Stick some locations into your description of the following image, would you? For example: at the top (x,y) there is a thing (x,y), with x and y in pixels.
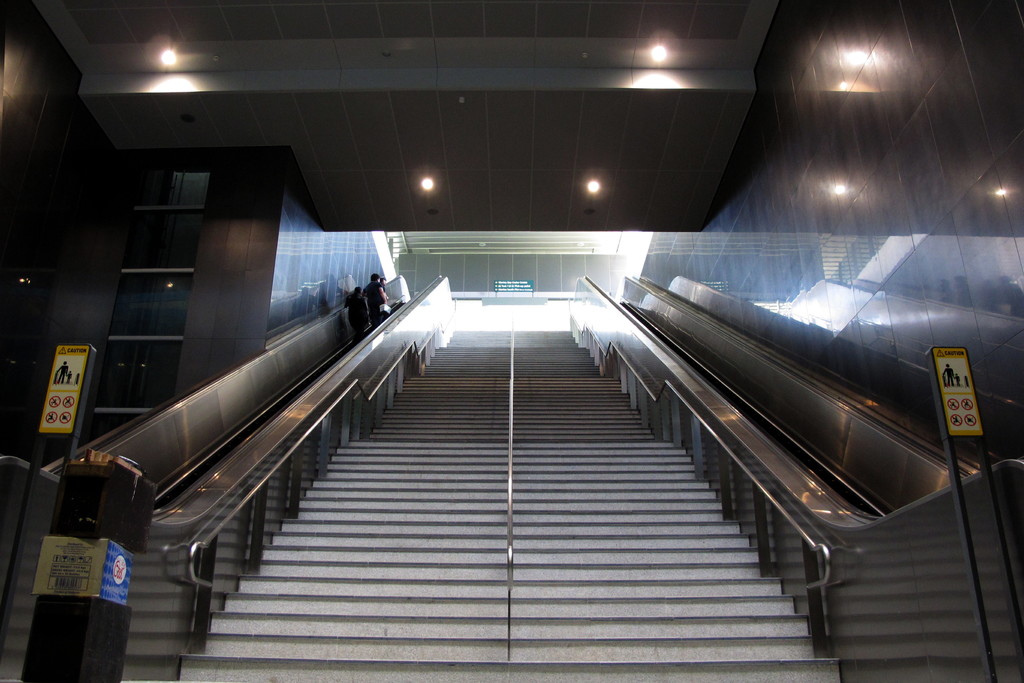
In the picture I can see steps (426,528), I can see people (372,295) moving on the escalator (213,432) and they are on the left side of the image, I can see boards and ceiling lights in the background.
